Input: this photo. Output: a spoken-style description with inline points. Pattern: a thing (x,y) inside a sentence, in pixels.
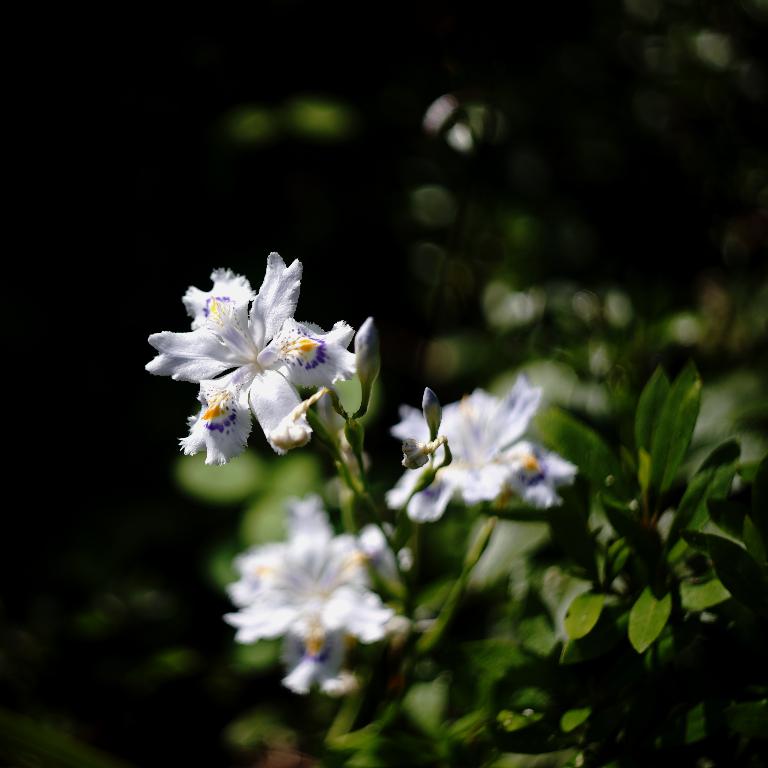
In this image, there are some white color flowers (259,599) and there are some green color leaves (648,607).
